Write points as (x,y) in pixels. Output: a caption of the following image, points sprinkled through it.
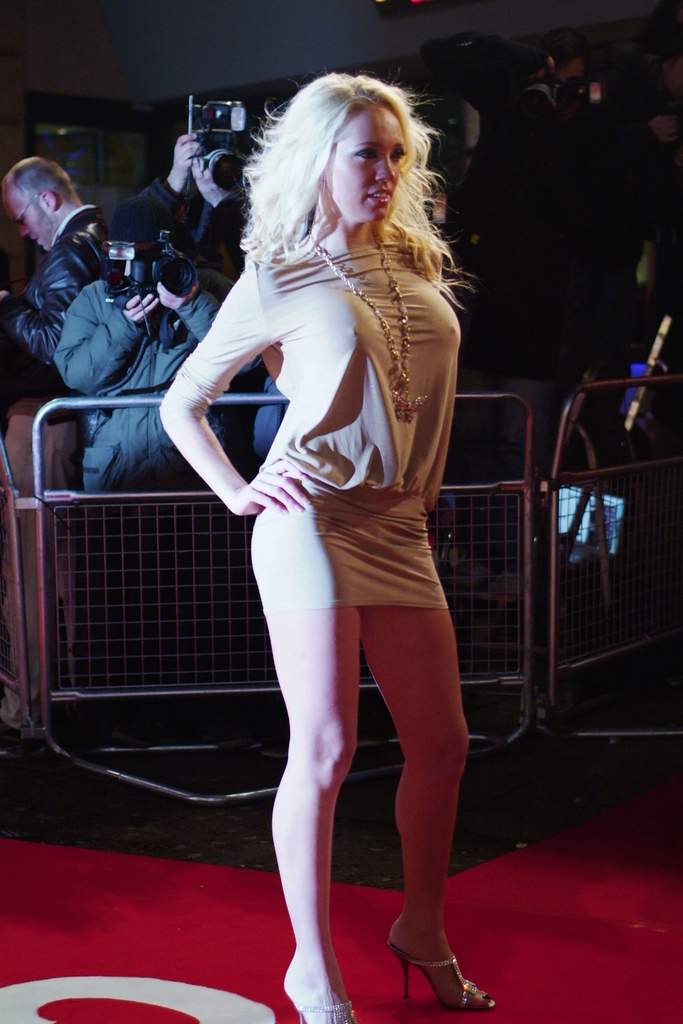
In this picture I can observe a woman (345,491) standing on the floor (395,917). She is wearing cream color dress (318,295). Behind her there is a railing (488,523). In the background (129,238) there are some people (169,176) holding cameras (137,263) in their hands (187,150).
